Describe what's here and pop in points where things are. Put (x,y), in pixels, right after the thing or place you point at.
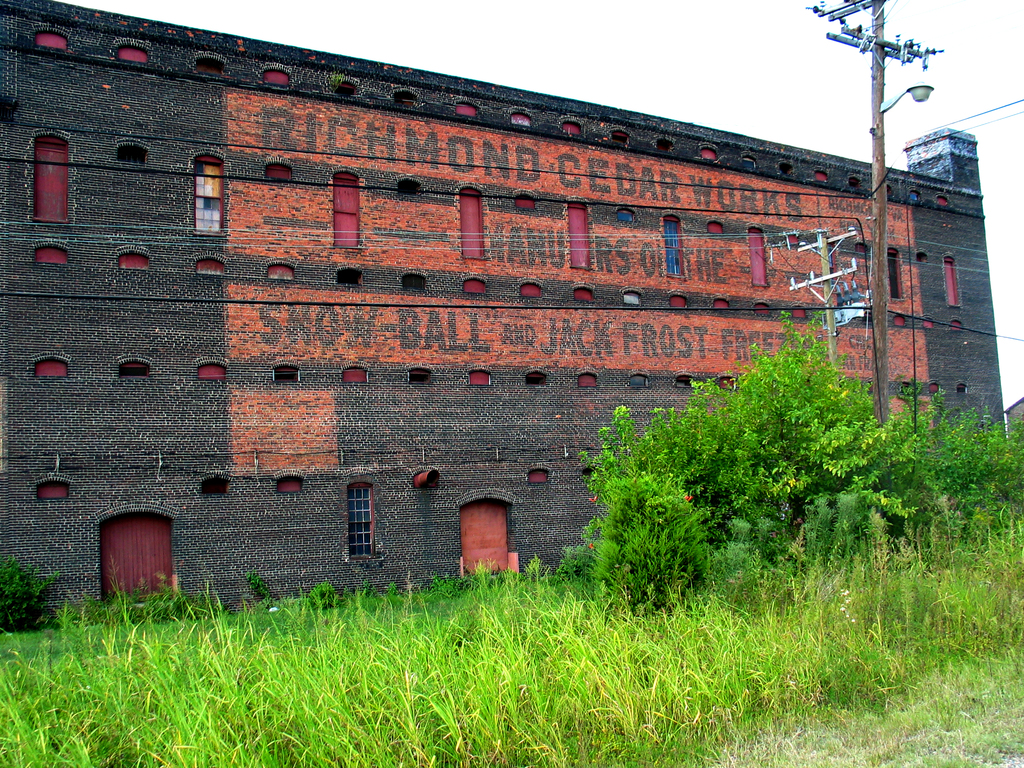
In this image there is a building (479,340). There is a painting (561,343) on the wall (231,368). At the bottom (50,706) there are small plants (633,597) and grass (461,632). On the right side (829,337) there are electric poles (876,250).
